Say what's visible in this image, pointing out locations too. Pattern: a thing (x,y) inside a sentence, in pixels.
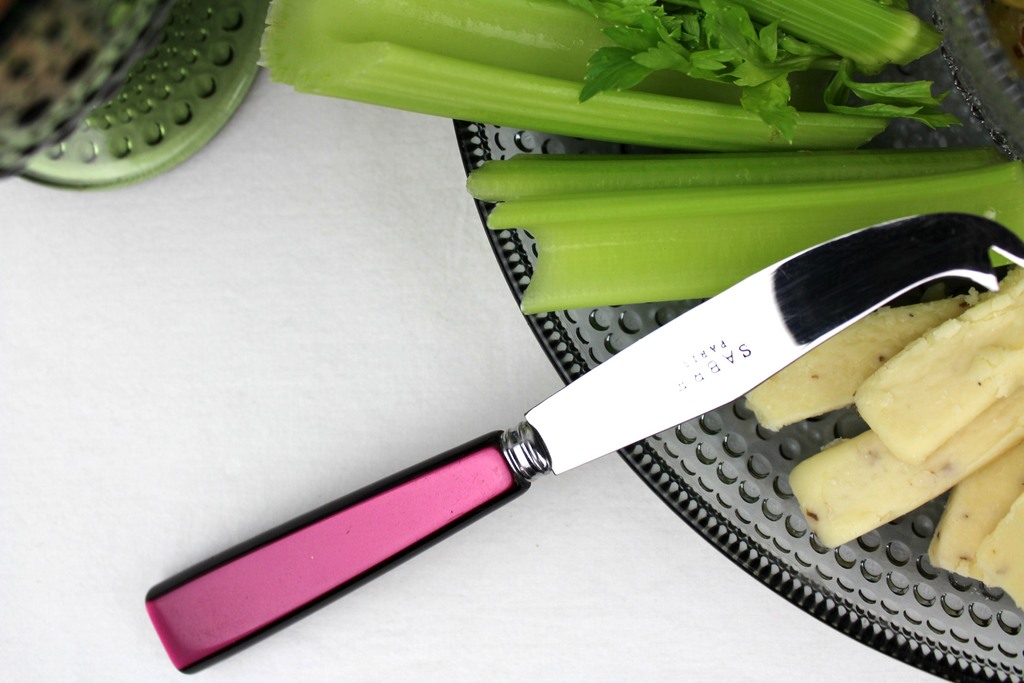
In the foreground of this image (308,608), there is a knife (326,574) like an object (393,554) is on the platter (641,462) and that platter (644,455) includes leafy vegetables (689,66) and there is also an object (71,90) on the left top corner (93,101) is placed on the white surface (334,387).
